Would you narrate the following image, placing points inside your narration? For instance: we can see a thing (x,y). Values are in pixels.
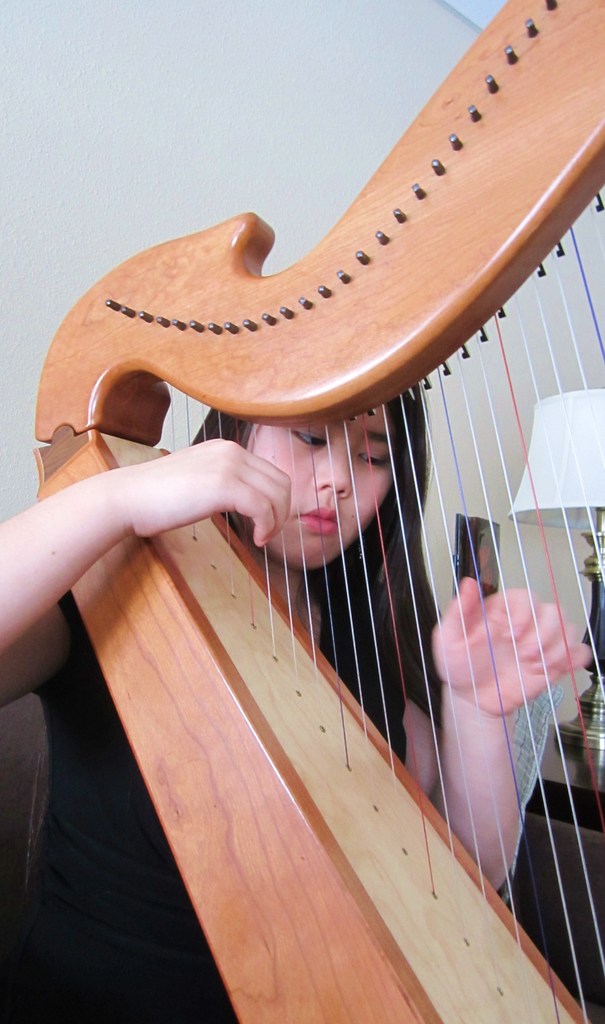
In this picture we can see a girl (46,542) holding a harp (84,600) with her hands (514,629) and in the background (185,59) we can see the wall (161,32), lamp (603,494) and some objects (488,527).
